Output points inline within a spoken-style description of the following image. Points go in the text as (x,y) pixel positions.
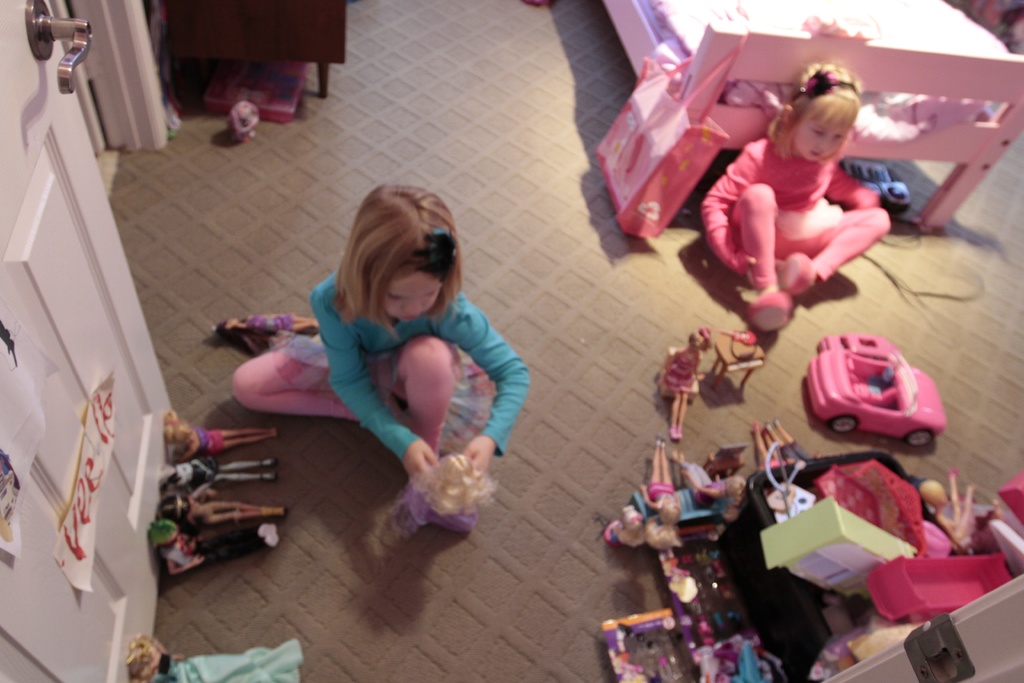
In the center of the image (522,393) there is a girl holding a toy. In the bottom of the image (634,538) there are many toys (661,483). There is a door (54,57). In the background of the image (1011,80) there is a bed (907,150). There is a girl (865,195).
